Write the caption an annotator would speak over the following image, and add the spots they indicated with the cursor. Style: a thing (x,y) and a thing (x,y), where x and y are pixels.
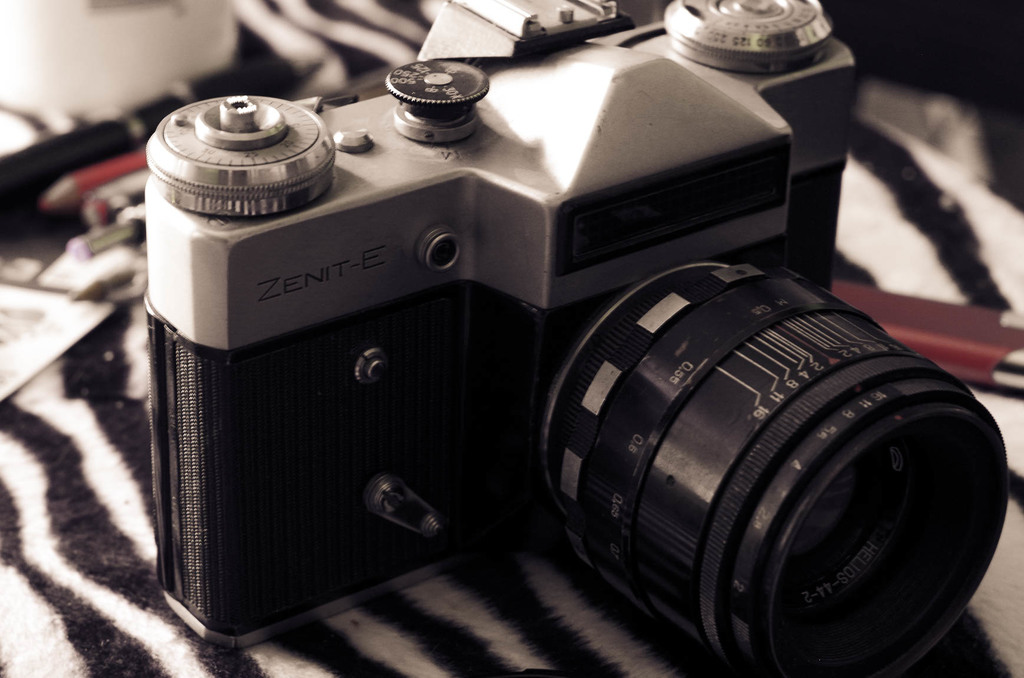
In this picture, we see the camera (517,186). At the bottom (420,645), we see the cloth (202,647) in white and black color. Behind the camera (583,146), we see the pens (131,233) and a paper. In the left top (117,13), we see an object (101,26) in white color. This picture is blurred in the background (906,252).
